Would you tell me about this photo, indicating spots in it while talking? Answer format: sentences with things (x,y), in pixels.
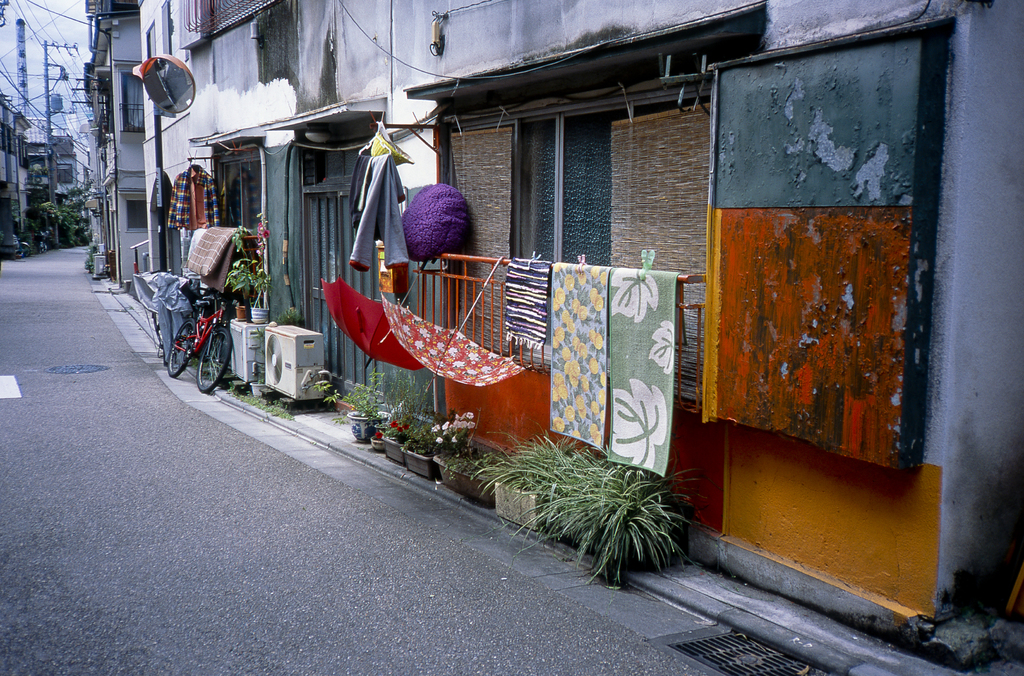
In this picture we can see few buildings (207,74), poles (65,48), cables (69,46), trees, umbrellas (491,376) and plants (469,430), on the left side of the image (182,72) we can see a convex mirror (184,92), bicycle (214,326) and air conditioner outdoor units (250,336).
